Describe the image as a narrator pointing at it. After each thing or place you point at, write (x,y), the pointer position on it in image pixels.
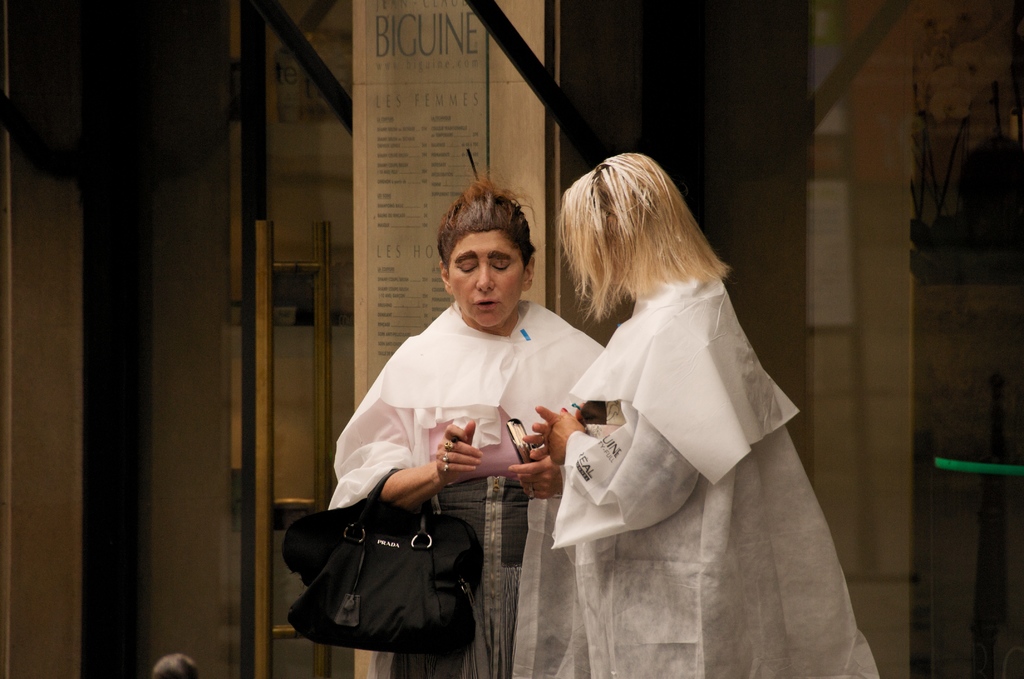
This is the picture of two people (543,518) wearing white aprons (595,498) and one among them is holding a bag (443,550) and behind them there is a notice board (419,111).
